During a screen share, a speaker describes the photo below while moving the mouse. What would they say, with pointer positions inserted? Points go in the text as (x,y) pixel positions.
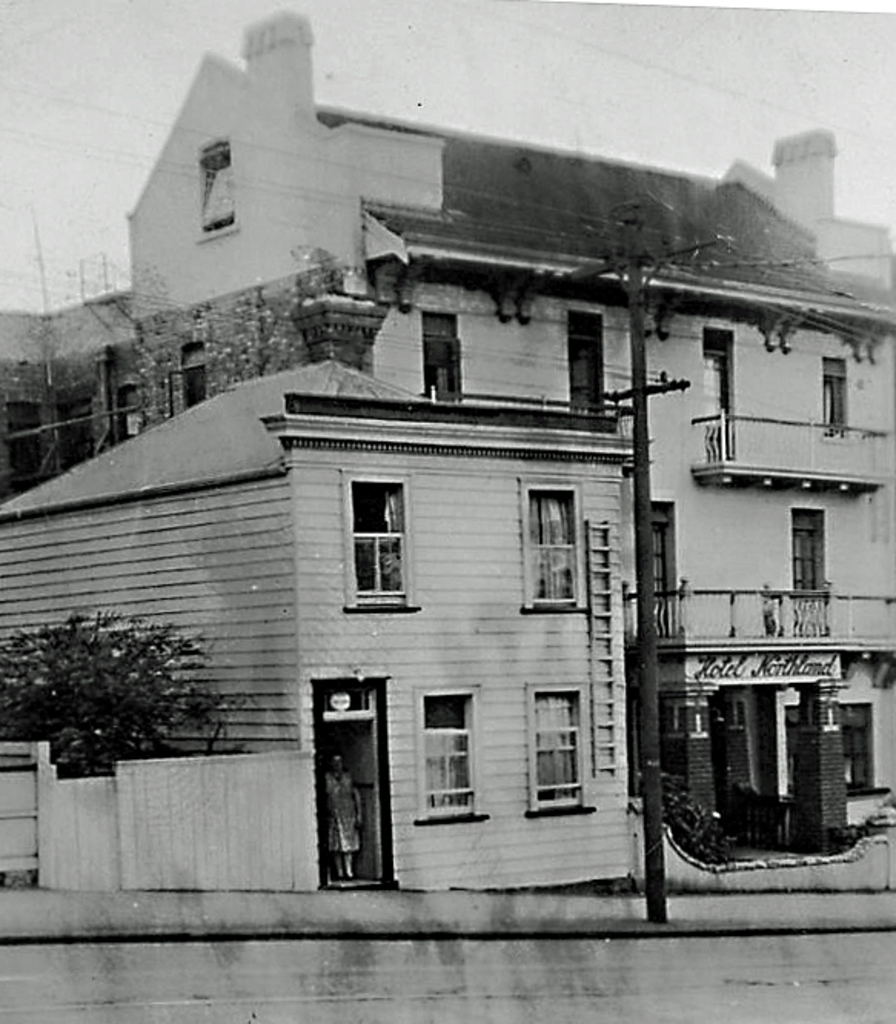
This is a black and white picture. In this picture we can see the road (433,995), person (328,782), pole (655,798), wall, trees (134,698) and buildings (334,314) with windows (452,331).
